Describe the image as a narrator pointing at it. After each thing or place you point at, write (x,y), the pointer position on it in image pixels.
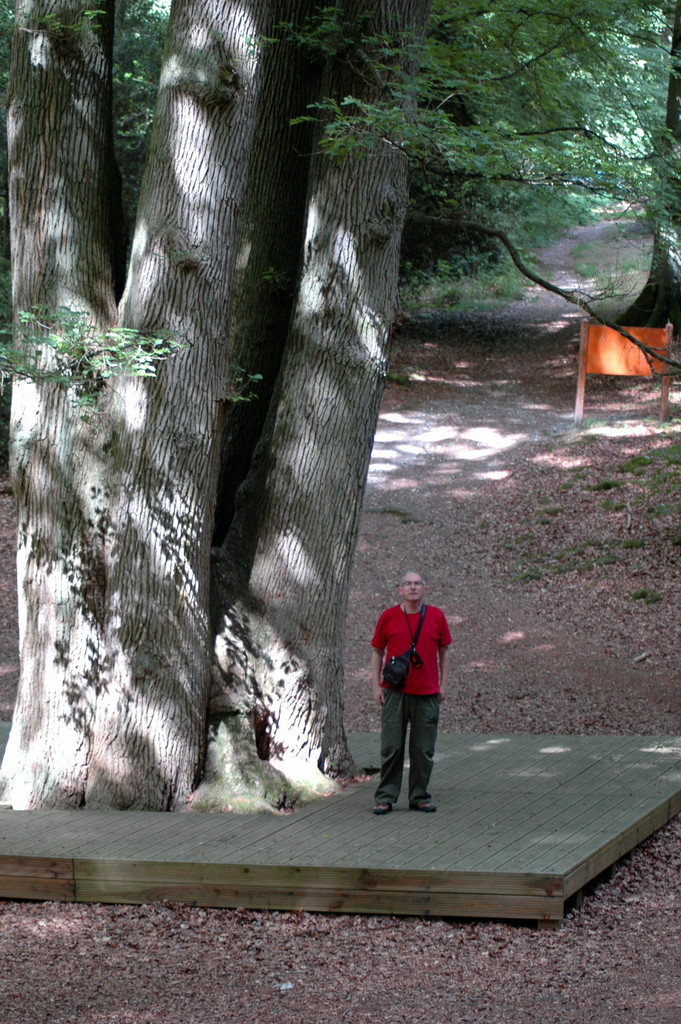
In this image, we can see a person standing on a surface (435,860). There are some trees (90,787). We can see a banner (658,339). We can see the ground (612,630). We can see some grass (629,261), plants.
